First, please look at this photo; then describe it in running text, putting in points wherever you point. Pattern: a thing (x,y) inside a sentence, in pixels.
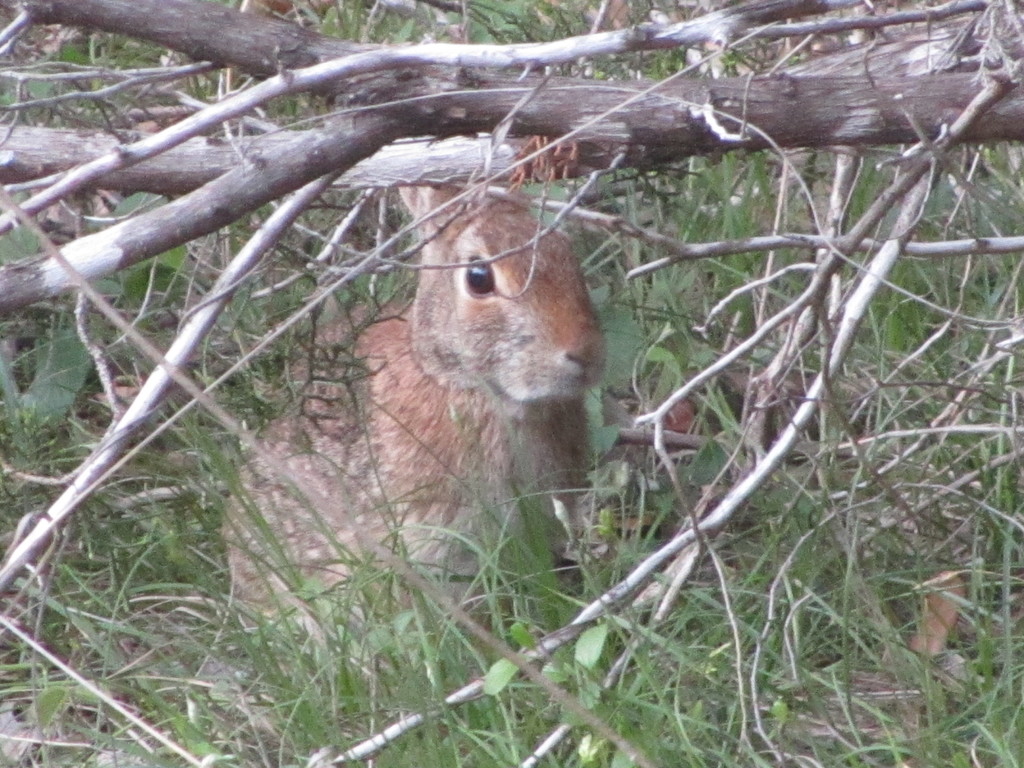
In the image we can see some stems (686,106) and grass (978,561). Behind them we can see a rabbit (441,198).
